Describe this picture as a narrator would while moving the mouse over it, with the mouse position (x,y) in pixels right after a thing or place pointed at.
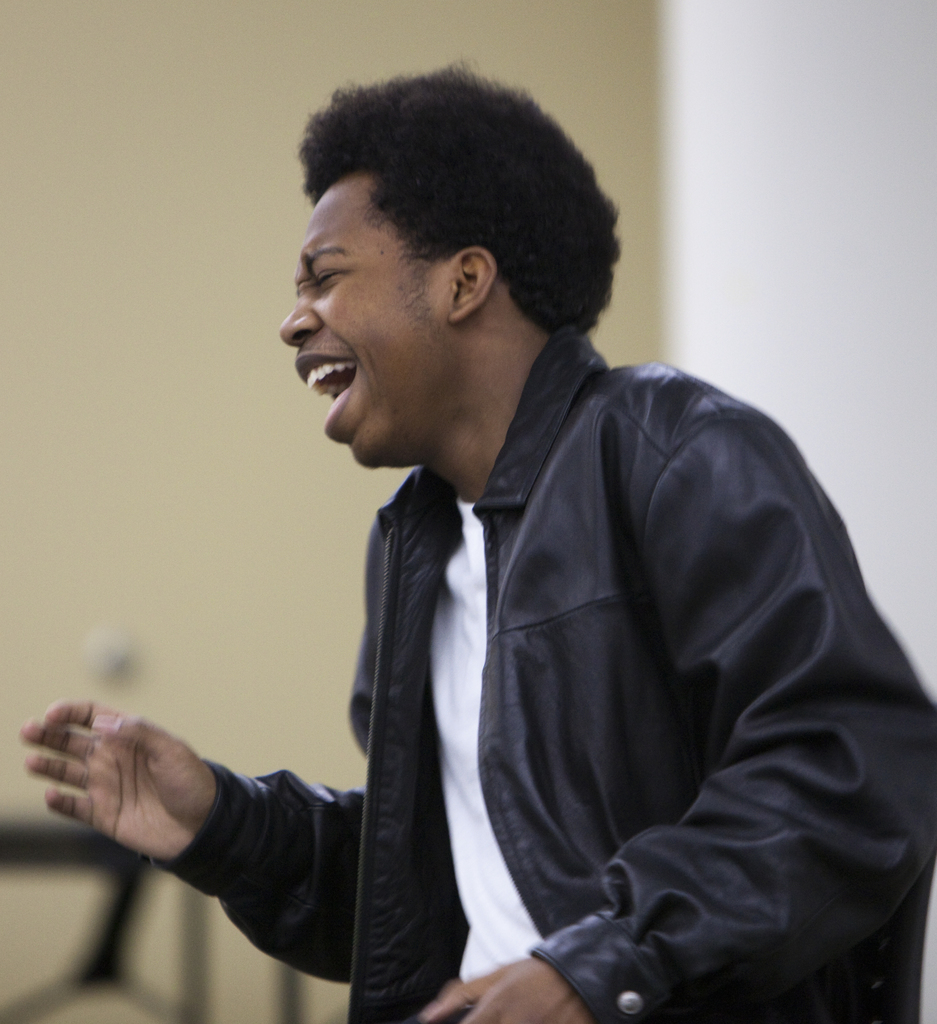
In this image, we can see a man (552,505) standing and he is smiling, in the background (162,337) we can see a wall (114,183).
